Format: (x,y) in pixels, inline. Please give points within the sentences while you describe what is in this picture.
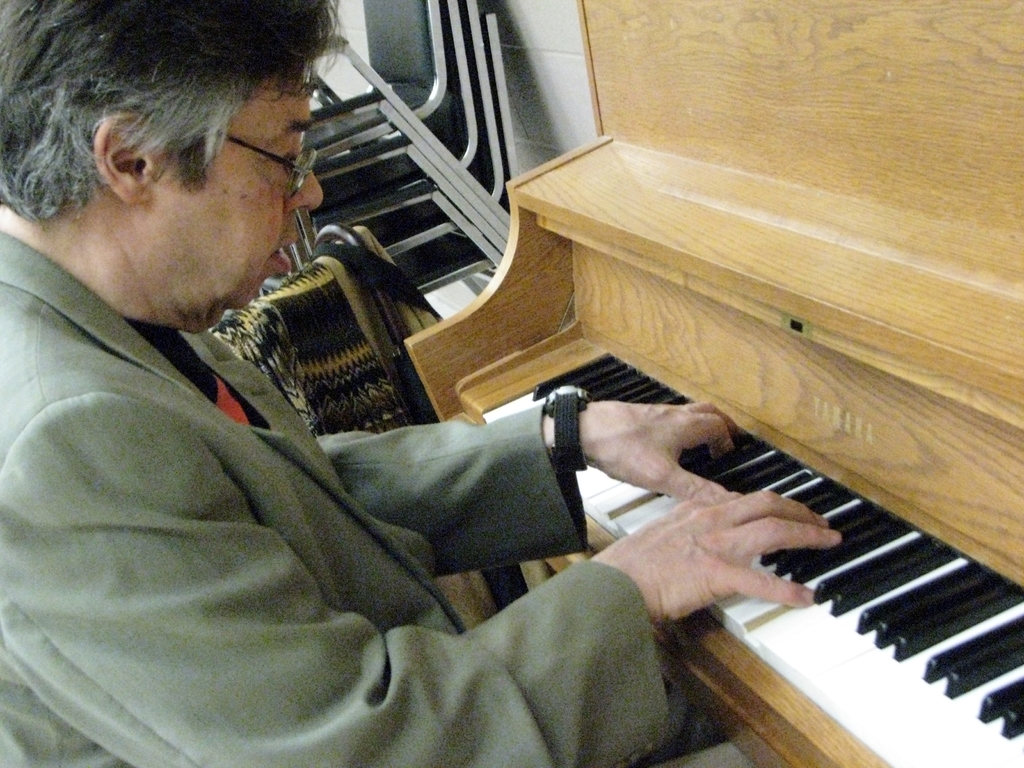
In this image there is a person (246,535) wearing suit (364,486) playing a musical instrument (726,468).
